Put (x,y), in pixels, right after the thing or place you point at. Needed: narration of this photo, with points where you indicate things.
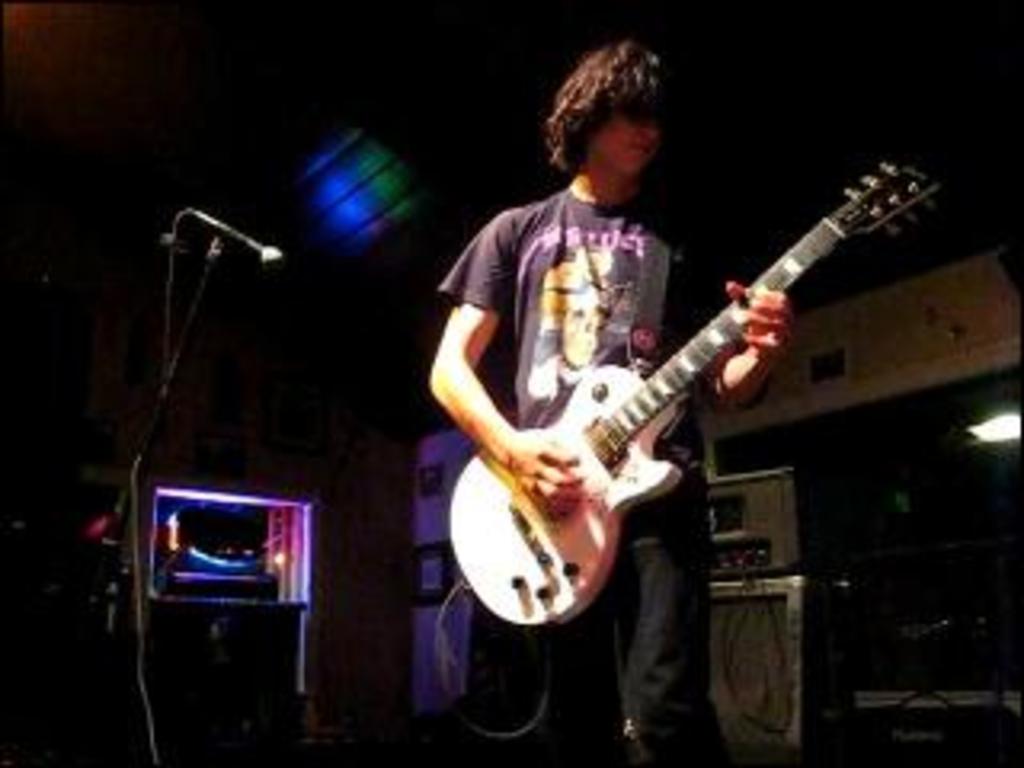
In this picture, In the middle (570,308) there is a boy (583,368) standing and he is holding a music instrument (585,531) which is in white color, In the left side (213,247) there is a microphone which is in black color.
